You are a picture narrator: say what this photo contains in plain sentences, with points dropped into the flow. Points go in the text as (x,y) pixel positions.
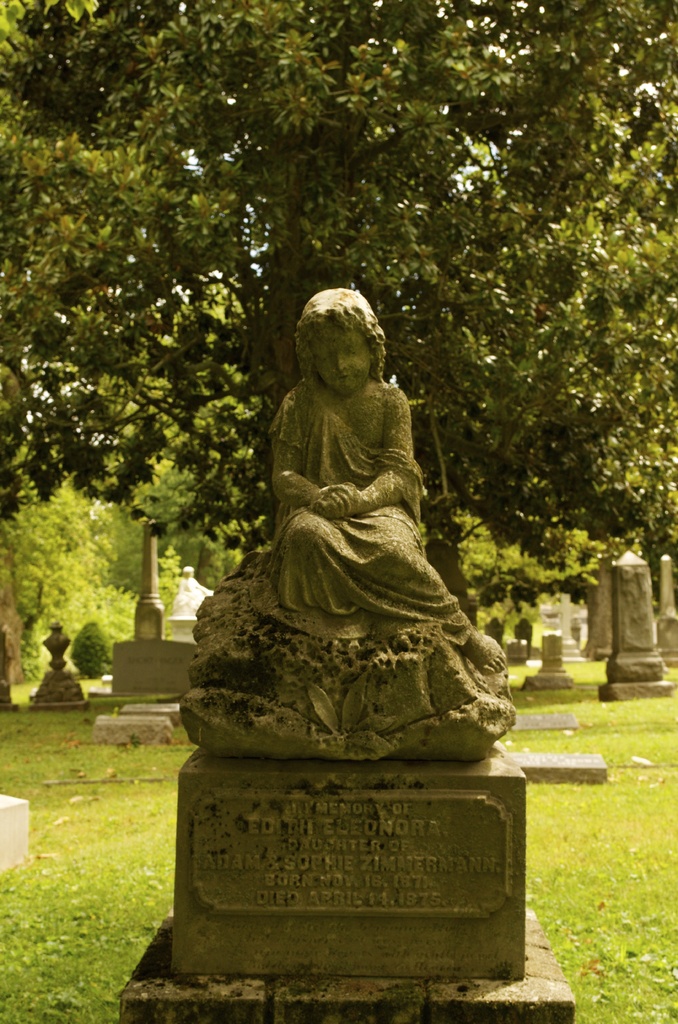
In the image there is a statue (232,649) in the middle of garden (561,751) with a tree (501,197) behind it along with some statues (626,608) on either side of it.
